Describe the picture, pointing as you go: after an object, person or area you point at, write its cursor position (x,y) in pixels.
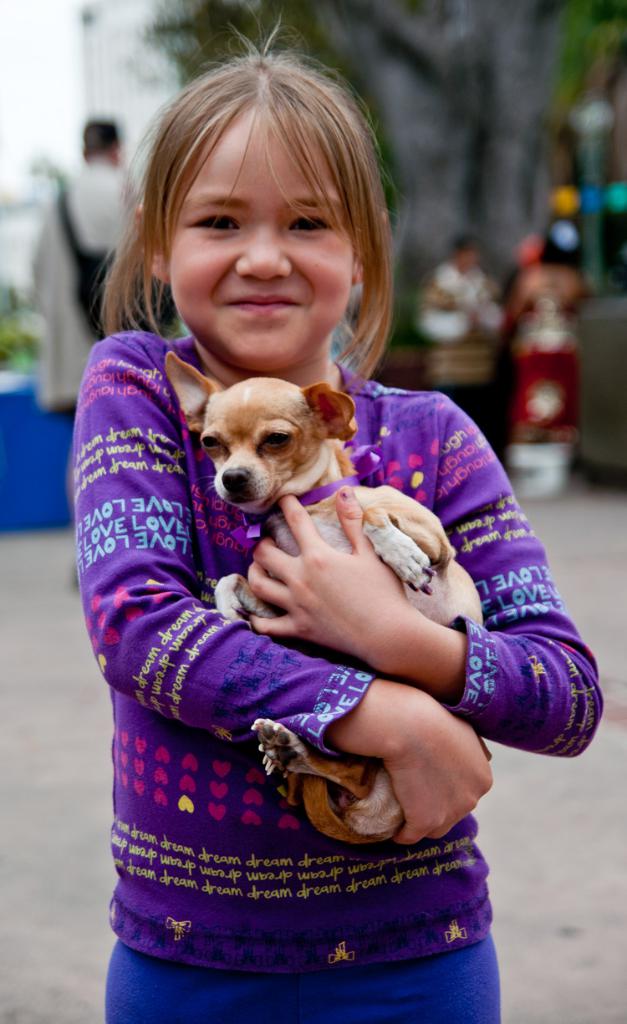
In the middle (264,628) there is a girl (343,855) she wear a violet t shirt (190,798) and trouser (239,978) she holds a dog (347,541), her hair (214,132) is short. In the background (508,323) there are some people (477,242).
